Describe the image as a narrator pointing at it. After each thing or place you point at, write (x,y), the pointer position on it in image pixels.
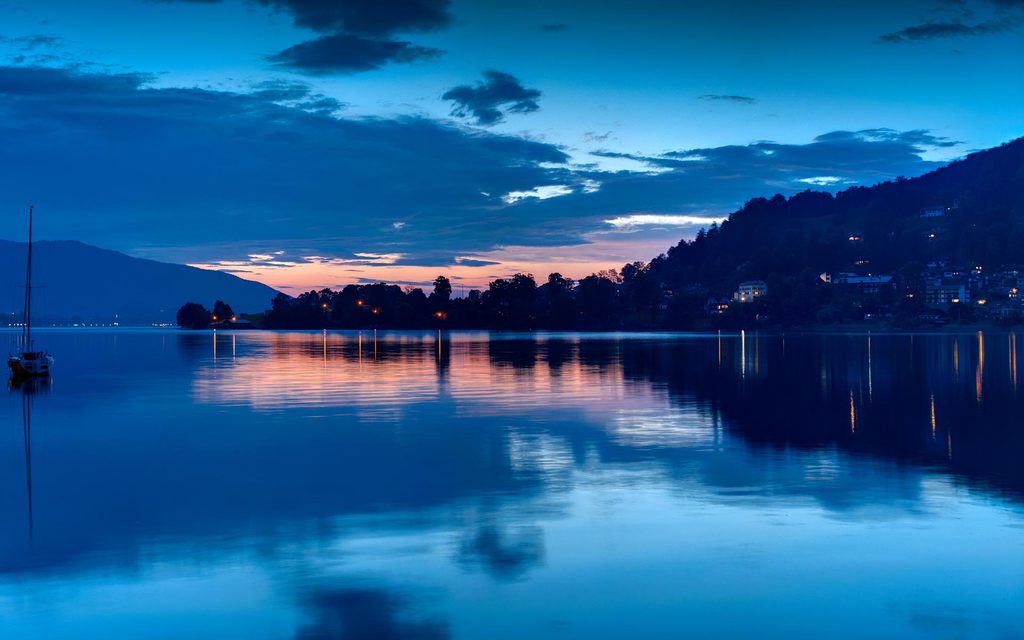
In this picture we can see there is a boat (24,359) on the water (33,385) and on the right side of the boat (35,363) there are buildings (941,294), trees (901,293) and lights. Behind the boat (27,366) there is a hill (122,254) and a sky (420,274).
